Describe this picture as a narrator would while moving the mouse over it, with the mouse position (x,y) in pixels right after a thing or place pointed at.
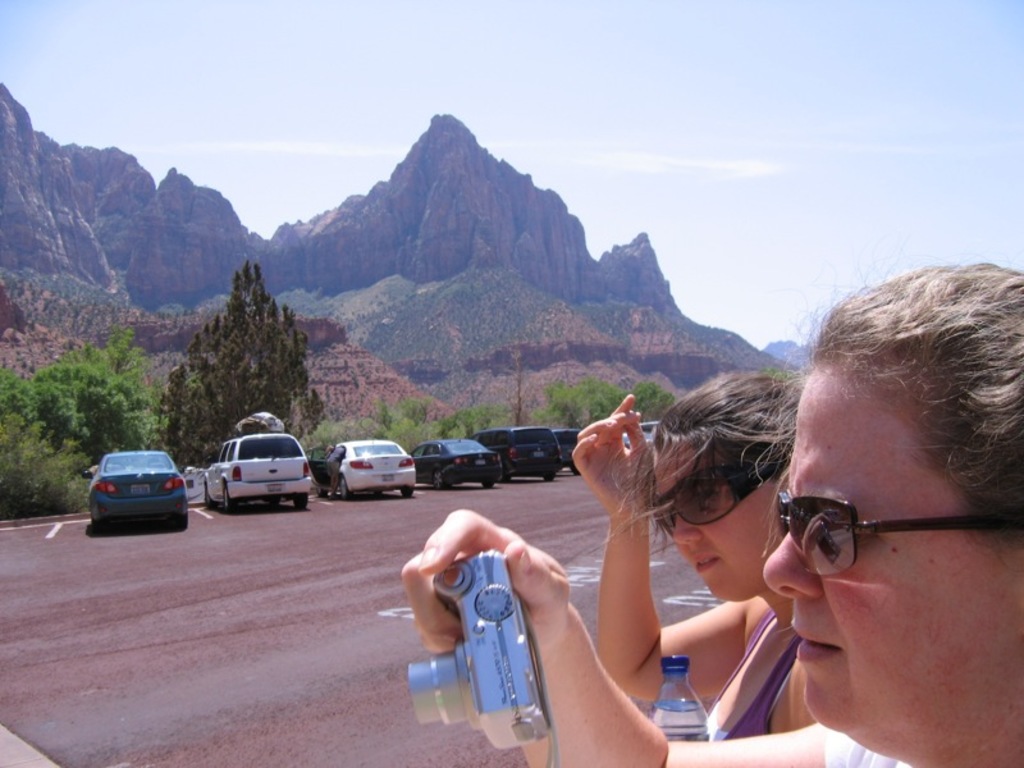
In this image I can see a person (834,556) wearing black goggles (834,540) is holding a camera (486,576) in her hand (529,572) and another person (728,547) wearing black colored spectacles (723,483) and holding a water bottle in her hand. In the background (702,608) I can see few cars (563,467) on the road (300,591), few trees (245,390), few mountains (399,379) and the sky (306,104).
